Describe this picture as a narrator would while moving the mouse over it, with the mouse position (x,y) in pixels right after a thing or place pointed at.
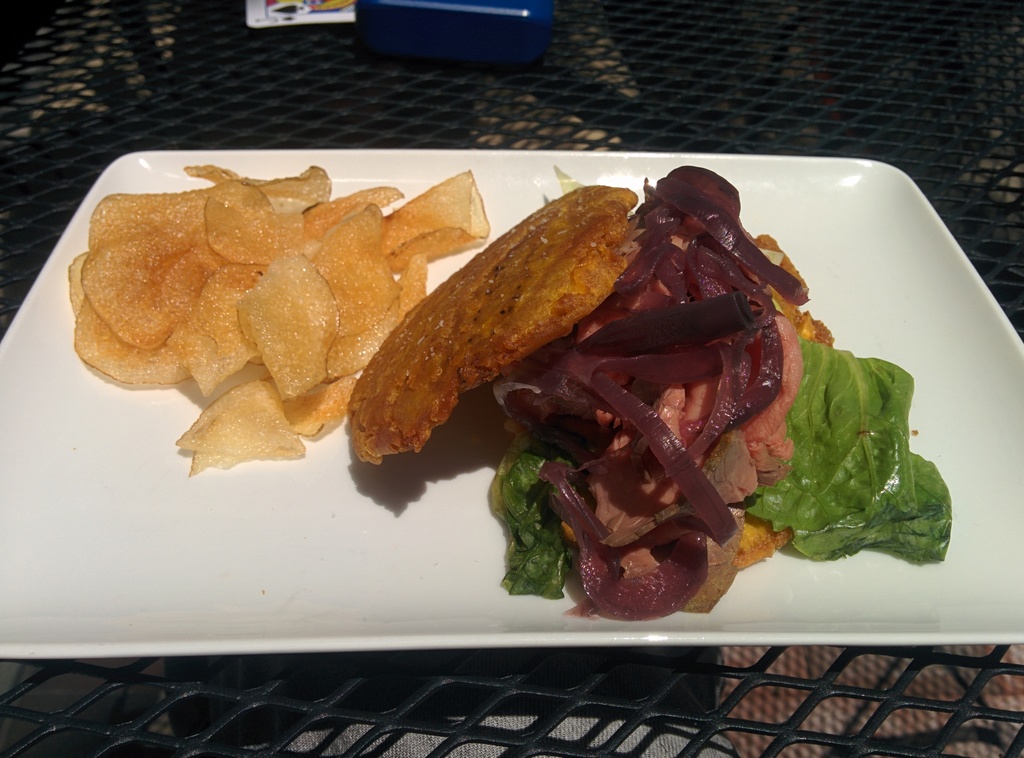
In this picture there is a plate (654,180). In the plate (136,404) there is some food (320,419) like meat (697,386), green leaves (820,413), chips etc and the plate (371,159) is placed on the table (555,140). On the top (386,49) there are some objects (449,41).
